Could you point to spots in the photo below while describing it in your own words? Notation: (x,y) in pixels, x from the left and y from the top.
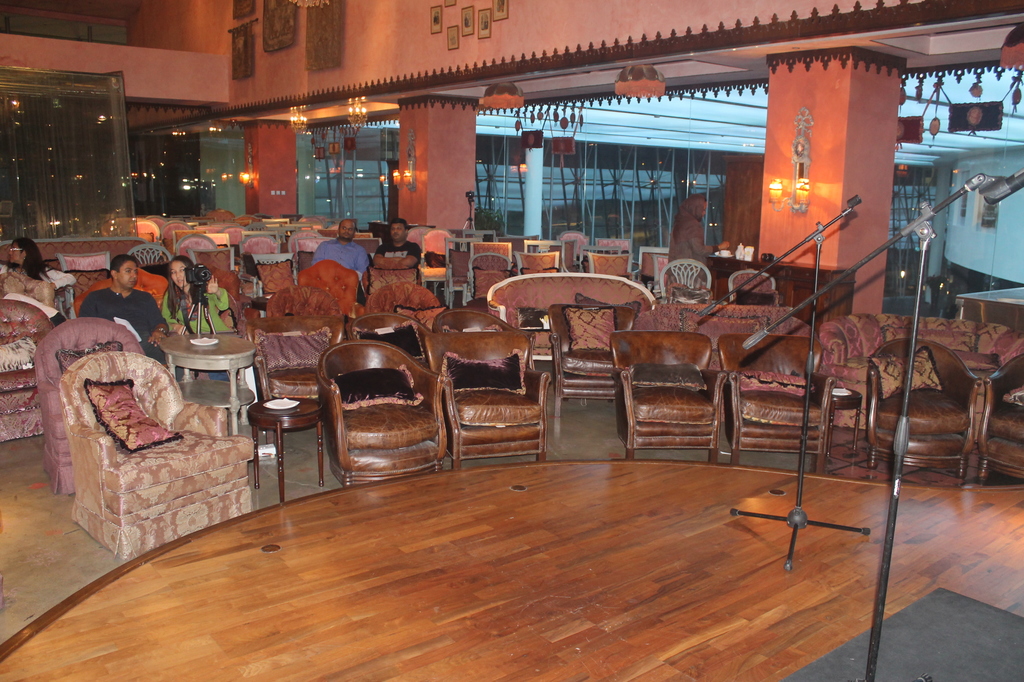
We can see frames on a wall (638,38), lights (804,190) on pillars (462,155). Here we can see persons (332,257) sitting on chairs (223,275). On the table (179,345) we can see a camera (198,273) with stand (197,304). This is a floor (642,545). On the platform (425,578) we can see mike's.
